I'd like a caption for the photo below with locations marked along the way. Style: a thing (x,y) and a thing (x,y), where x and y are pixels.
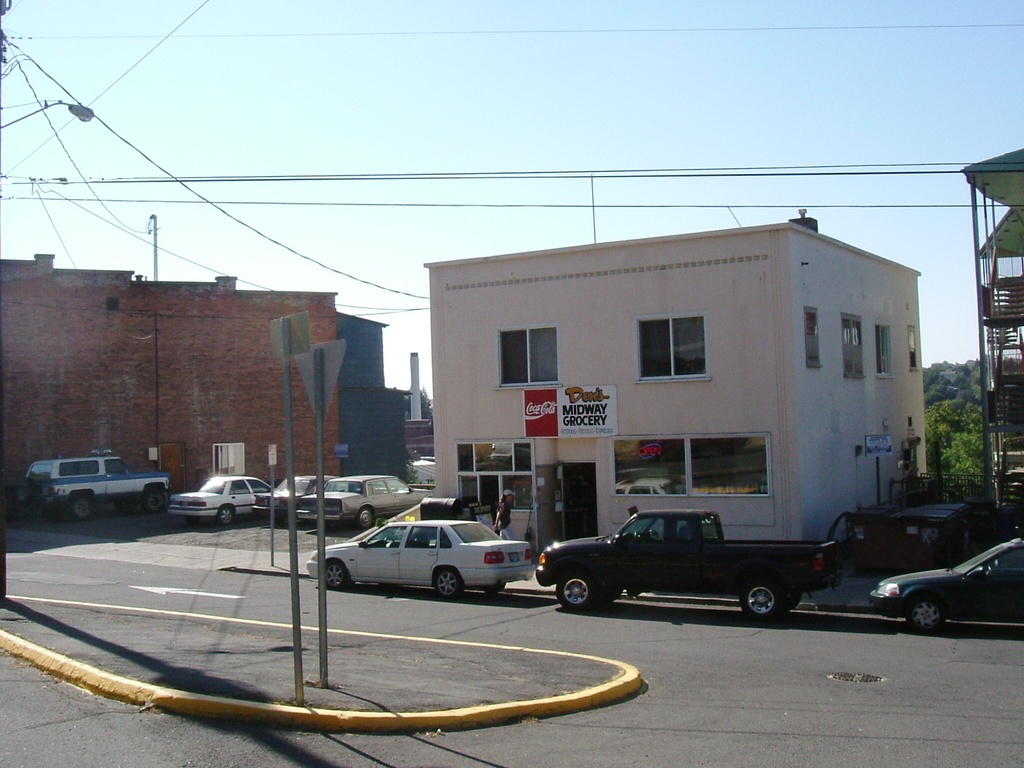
In this picture we can observe a road (207,745) on which some cars (539,580) parked. There are some buildings (692,418). We can observe some cars (218,482) parked in between the two buildings (178,393). There are two poles (317,393) on the road (207,661). We can observe some wires (76,183). In the background (950,391) there are trees (957,421) and a sky (493,83).
